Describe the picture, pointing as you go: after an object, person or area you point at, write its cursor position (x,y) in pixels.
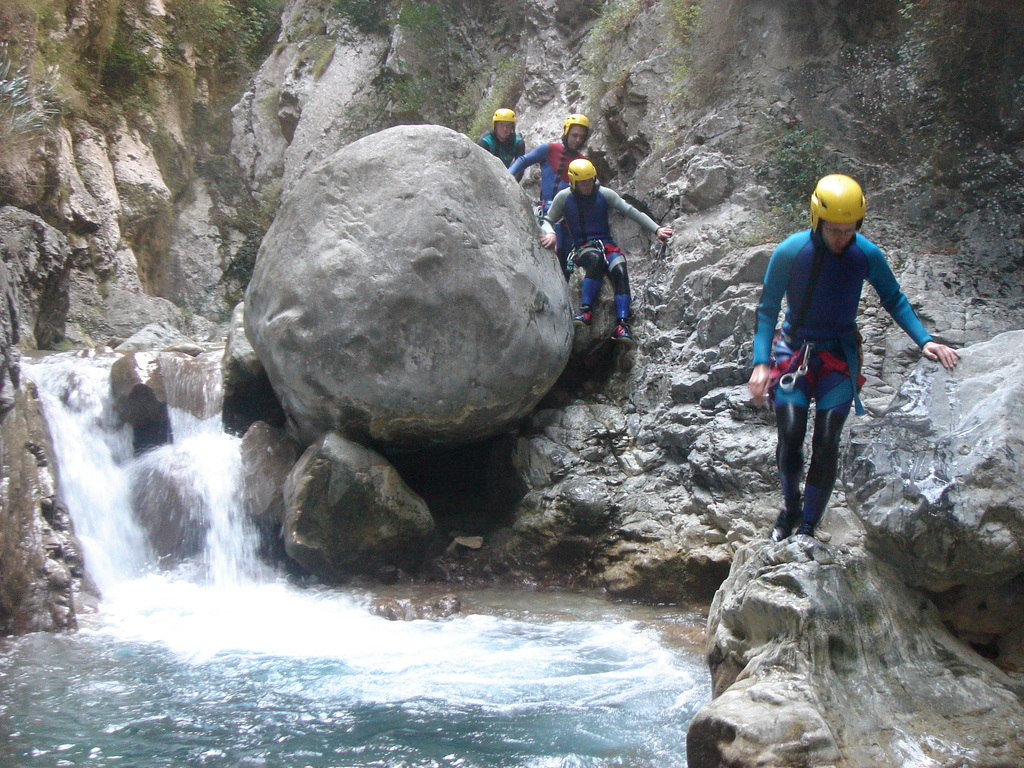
In this picture, we see four people (568,229) are canyoning. Beside them, we see the rocks (489,223). At the bottom (461,630), we see the water (366,627) and the waterfalls (261,562). In the right top (797,144), we see the trees (781,147).
